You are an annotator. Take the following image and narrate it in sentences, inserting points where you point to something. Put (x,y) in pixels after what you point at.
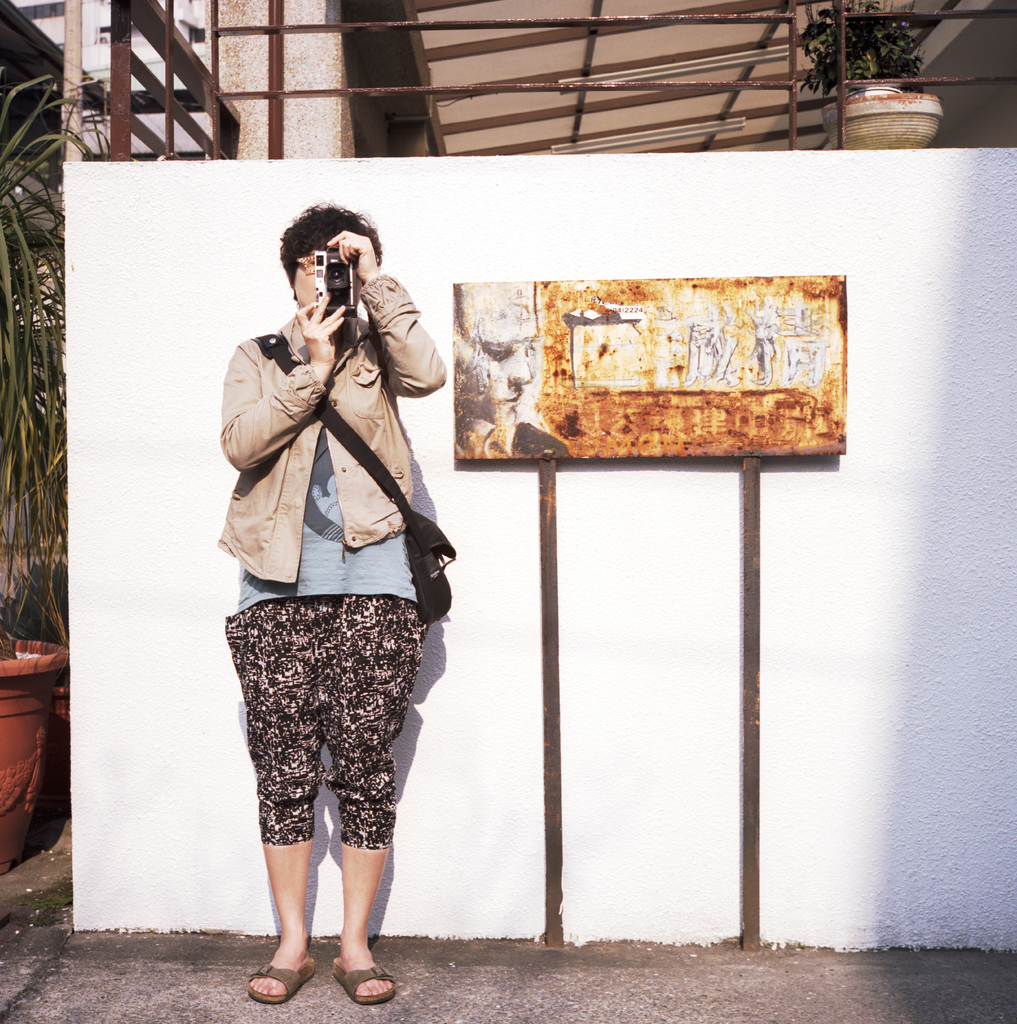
In this image we can see a person (286,433) standing and holding a camera (326,280), also we can see the wall (174,210) and the board (505,412) with some images (504,386), there are some potted plants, metal rods (476,89) and a building (89,32).
